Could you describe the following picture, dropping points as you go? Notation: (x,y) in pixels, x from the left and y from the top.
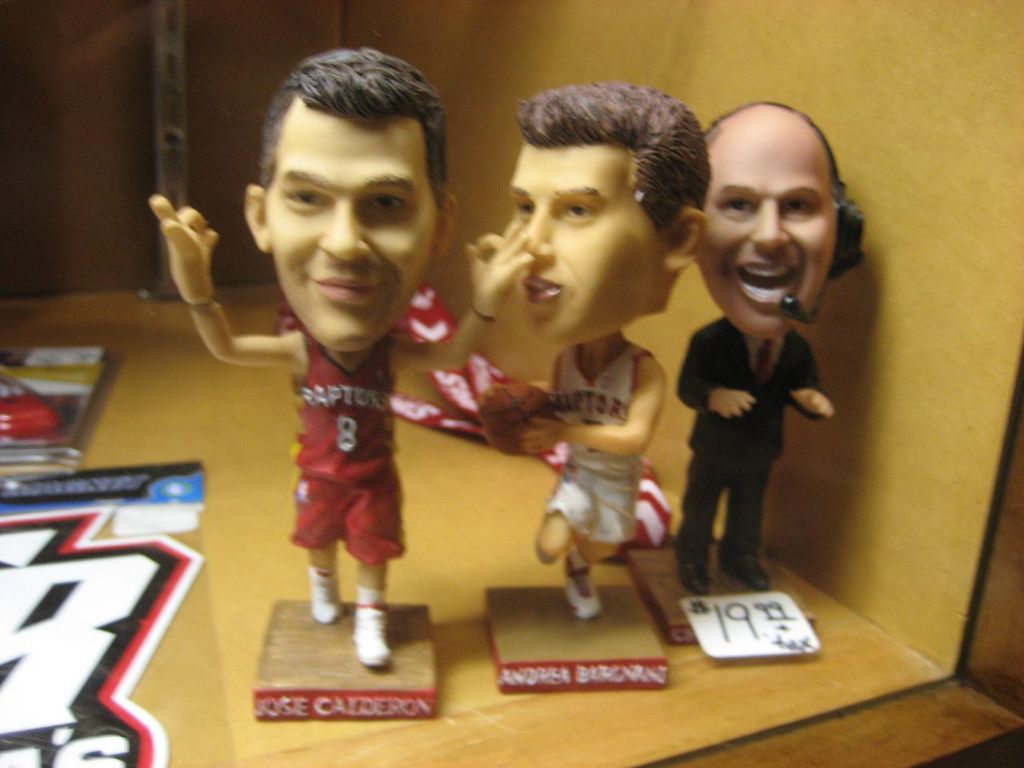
In this image, we can see depiction of persons (313,398) on wooden surface (483,634). There is a sticker (159,587) in the bottom left of the image (45,679). There are objects (25,413) on the left side of the image (76,435).
